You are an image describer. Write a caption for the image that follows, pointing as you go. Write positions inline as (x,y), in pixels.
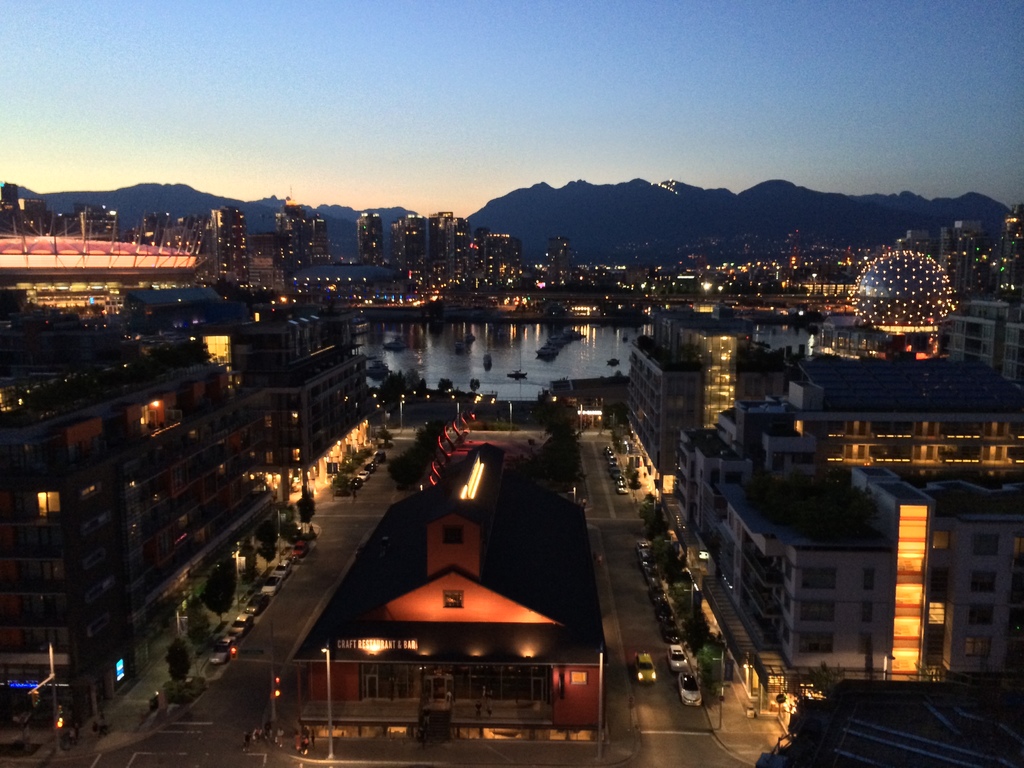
There are buildings (161,219), trees (651,512), water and light (653,493) in the foreground area of the image (459,405), there are mountains (645,228) and the sky (497,180) in the background (514,143).
